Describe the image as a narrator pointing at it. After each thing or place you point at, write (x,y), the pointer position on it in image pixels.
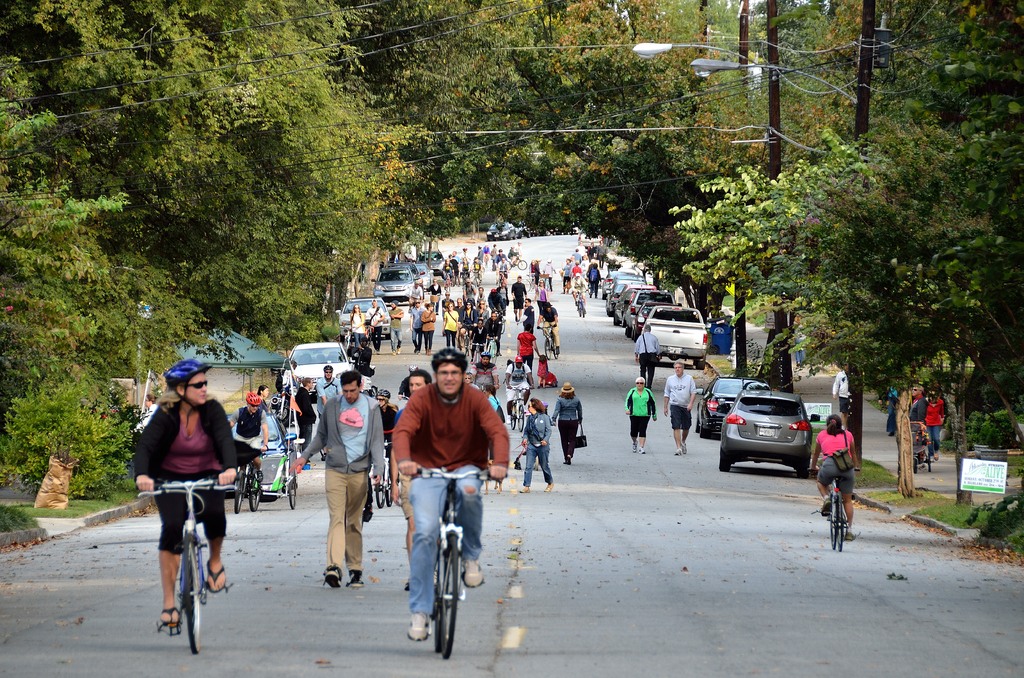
In this image there are a few people (491,324) walking and cycling on the road (281,545), and there are a few vehicles (411,285) parked on the road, besides the road (383,366) on the pavement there are a few people (837,389) walking and there are some sign boards (986,489) and trash cans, in the background of the image (703,263) there are trees (449,130) and electric poles (776,143) with cables (493,130) and lamps (729,65) on it.
